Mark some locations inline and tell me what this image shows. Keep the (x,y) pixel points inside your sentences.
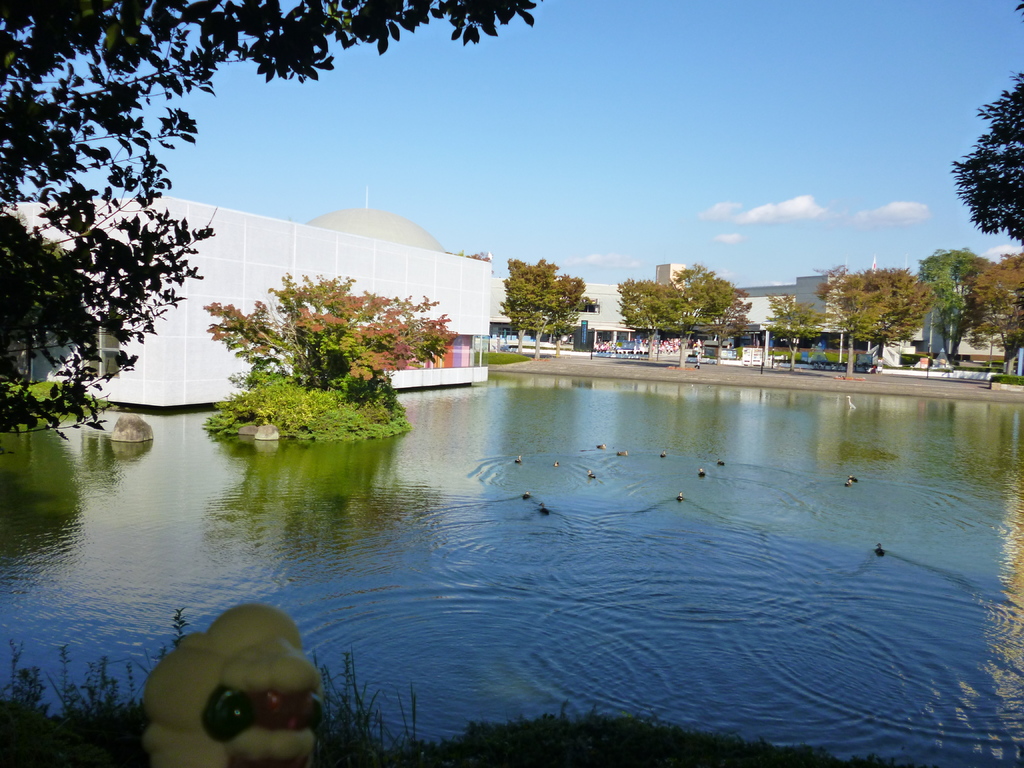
In the center of the image (494,446) there is water (597,554). In the background of the image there are buildings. There are trees (850,302).
